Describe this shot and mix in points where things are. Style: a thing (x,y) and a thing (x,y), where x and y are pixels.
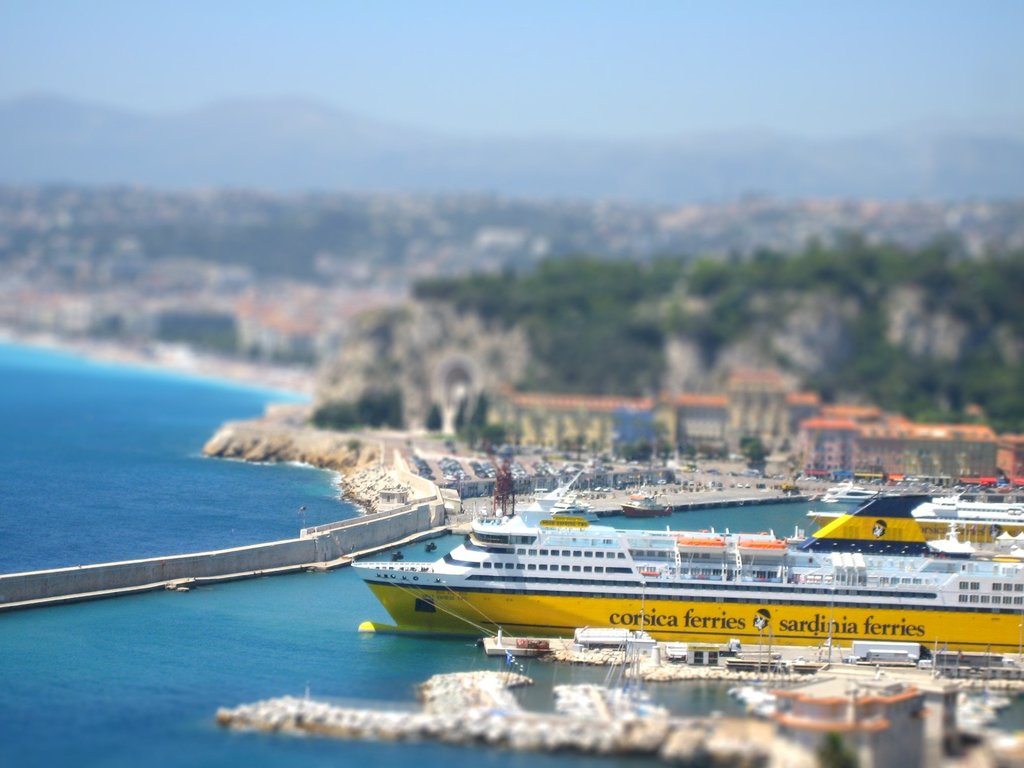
In this image I can see few buildings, boats (719,558), trees (610,305), wall (376,542) and a water (253,411). The sky (675,71) is in white and blue color.
